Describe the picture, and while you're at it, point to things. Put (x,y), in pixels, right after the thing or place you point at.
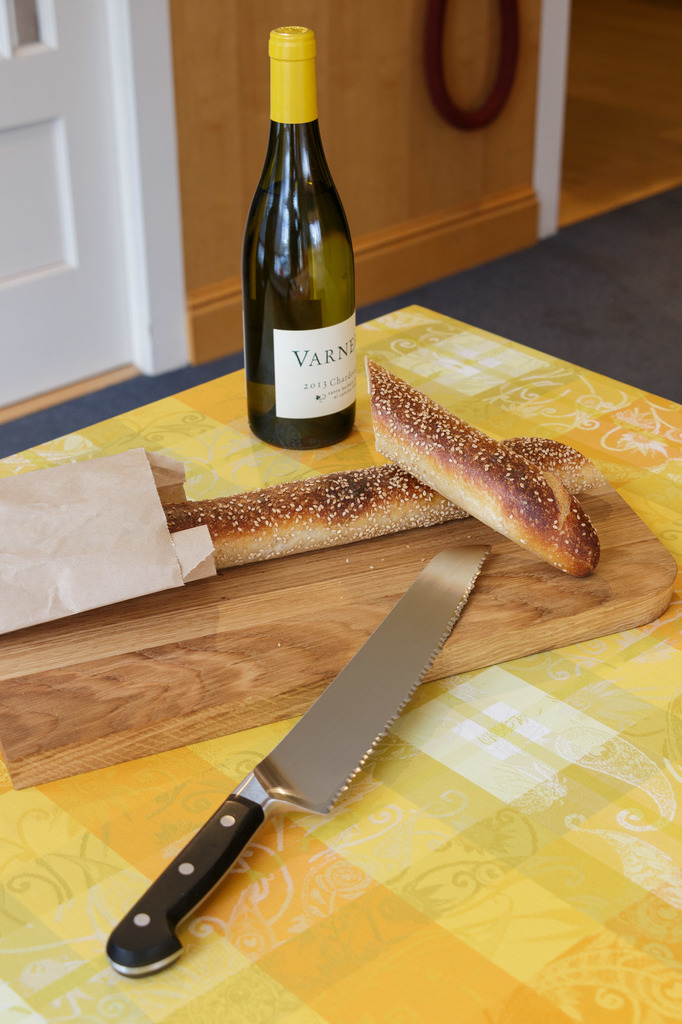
In the center (297,469) we can see table (492,830), on table (488,824) there is a knife (334,787), bread (401,520), paper (53,549) and bottle (332,325). In the background (334,99) there is a wood wall (460,97) and door (11,154).
